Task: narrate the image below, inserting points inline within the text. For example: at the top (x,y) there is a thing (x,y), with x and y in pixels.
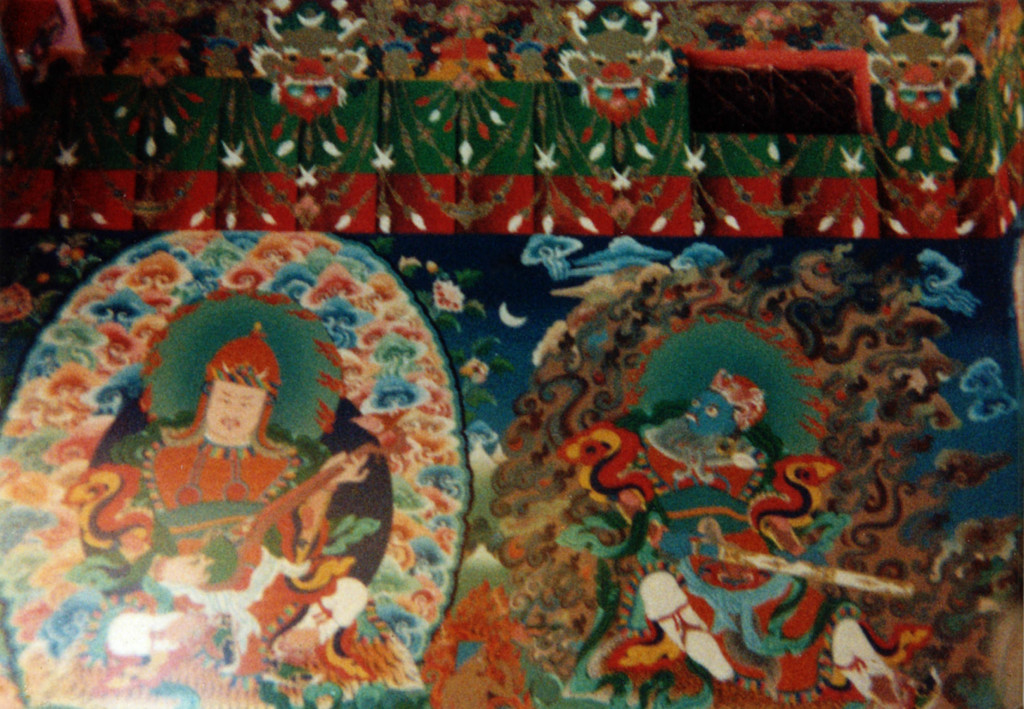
In this image I can see an art design (431,490) of a person (212,511) and other things (378,386).
